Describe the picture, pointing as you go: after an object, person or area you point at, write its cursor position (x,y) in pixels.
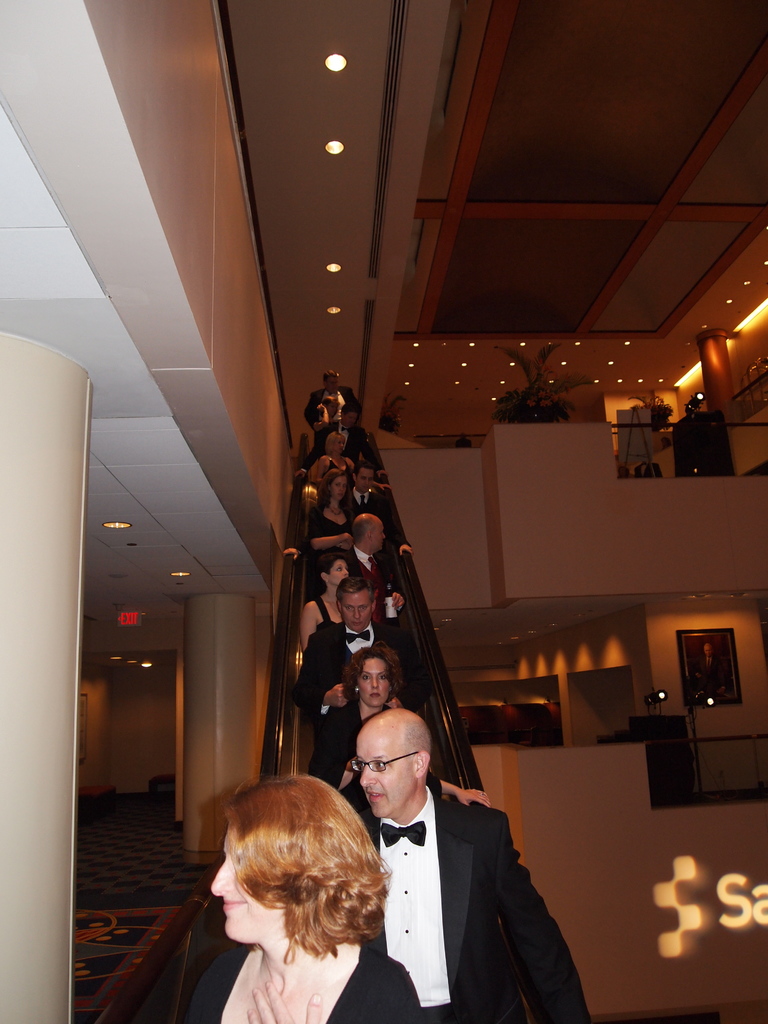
In this image we can see a group of people (363,657) standing on the staircase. One person (408,795) is wearing spectacles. To the right side of the image (658,952) we can see some text (737,898), photo frame (718,663) on the wall (745,659), some plants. In the background (211,743), we can see metal barricades (451,733), a group of lights (659,699) and some pillars (206,674).
